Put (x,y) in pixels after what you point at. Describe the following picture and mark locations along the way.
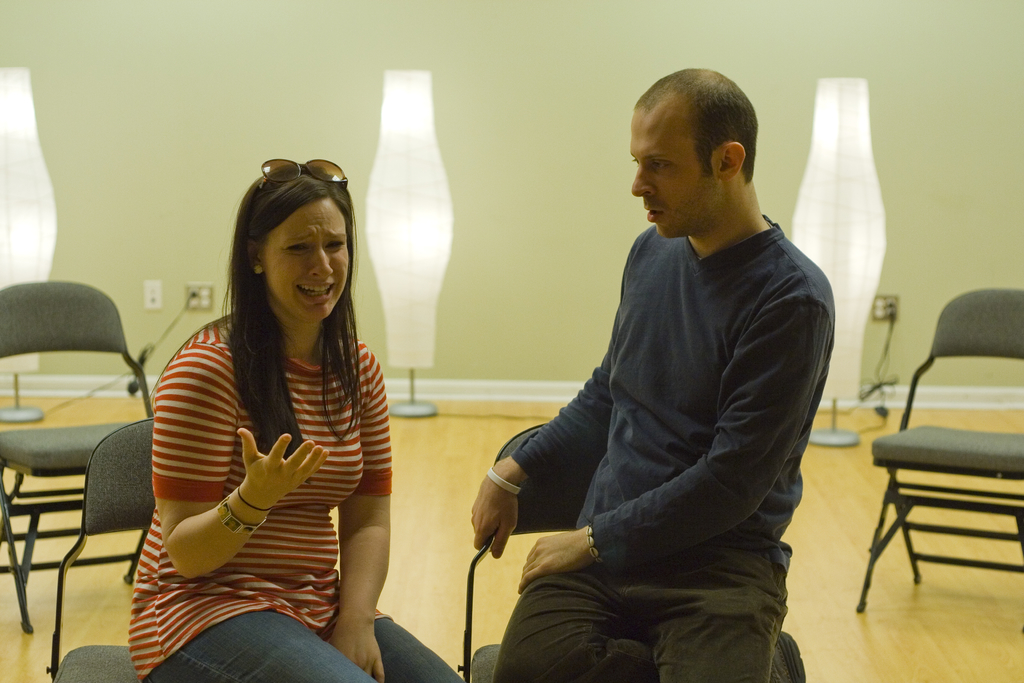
In this image, there are two persons (274,423) sitting on the chair (137,481). This person (255,376) is wearing sunglasses (331,175) on her head (335,199). There is a chair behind this person (262,343). There is a wall (907,354) behind these persons (768,304). There is a switch board (881,306) behind this person (332,459).
